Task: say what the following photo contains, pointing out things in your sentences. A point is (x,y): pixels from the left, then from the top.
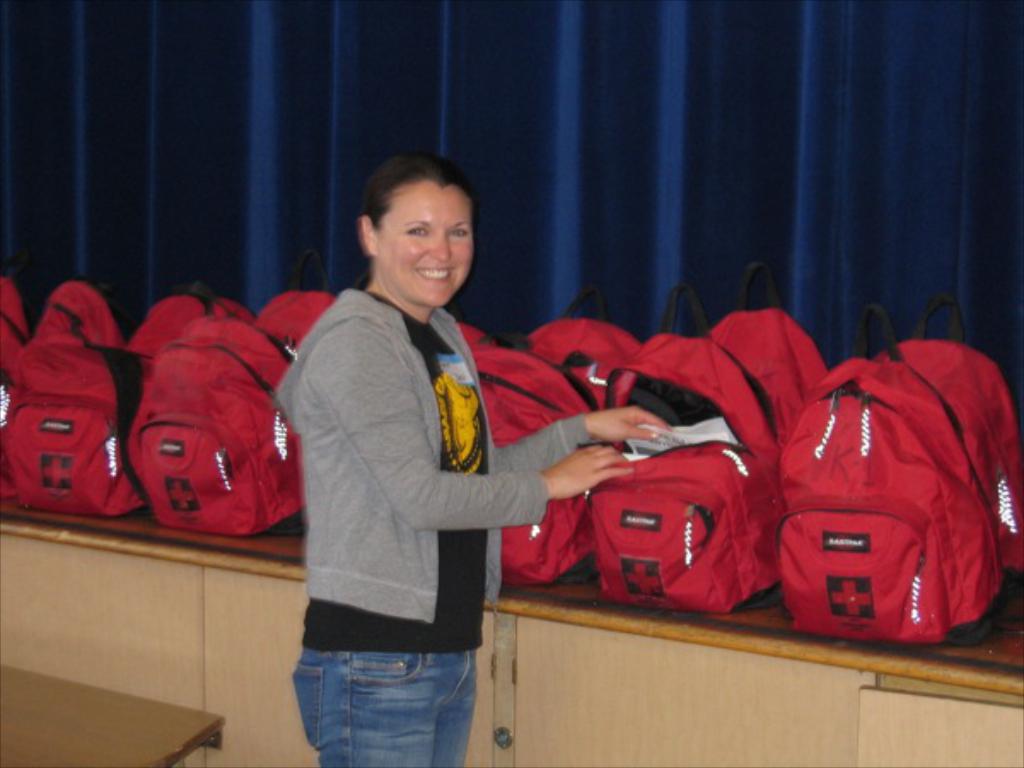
There is a woman (339,385) standing at the center (514,486) and she is smiling. She is looking to open a bag (748,561) and pickup something from it. In the background (232,308) there are n number of bags (201,416).
